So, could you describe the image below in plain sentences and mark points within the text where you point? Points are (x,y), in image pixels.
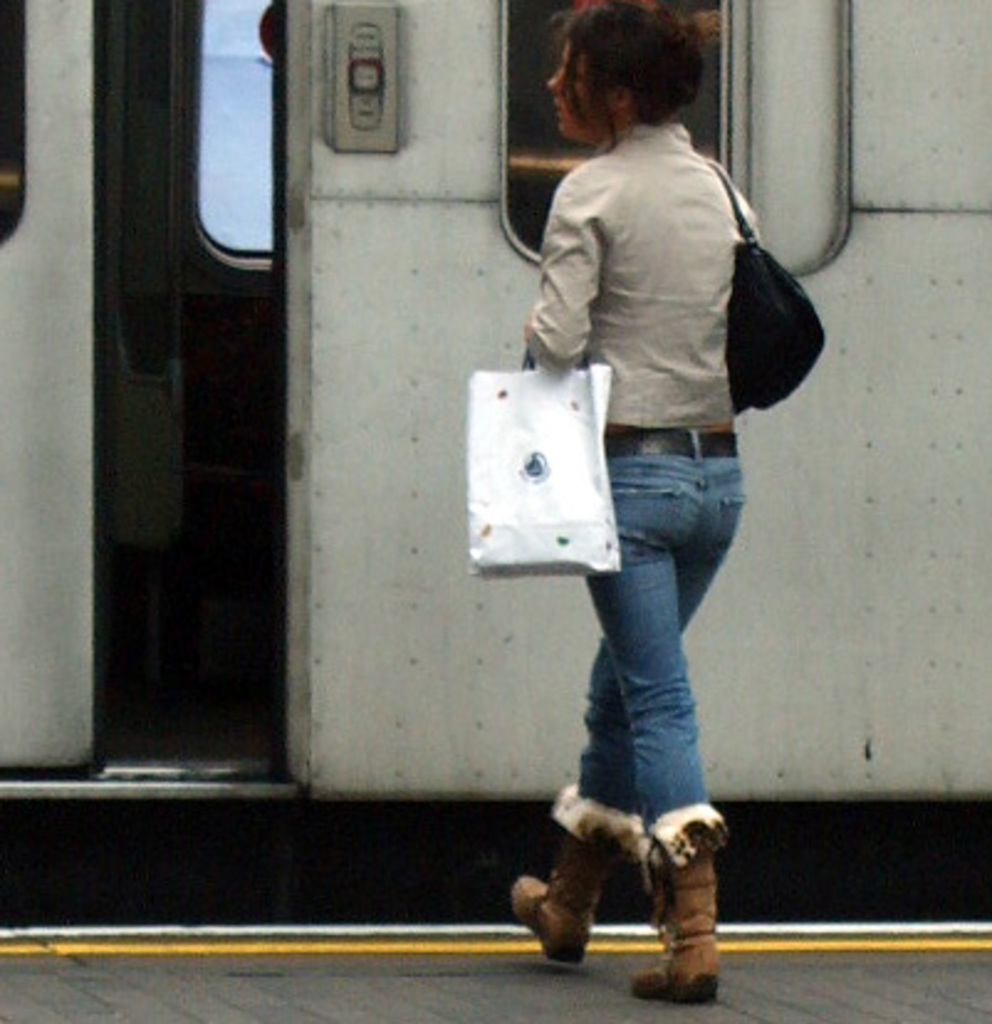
In the center (653,423) we can see one woman (630,334) is standing and she is carrying one bag (731,316) and on other hand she is carrying paper cover (518,501). And in front of her there is a train (324,193).
